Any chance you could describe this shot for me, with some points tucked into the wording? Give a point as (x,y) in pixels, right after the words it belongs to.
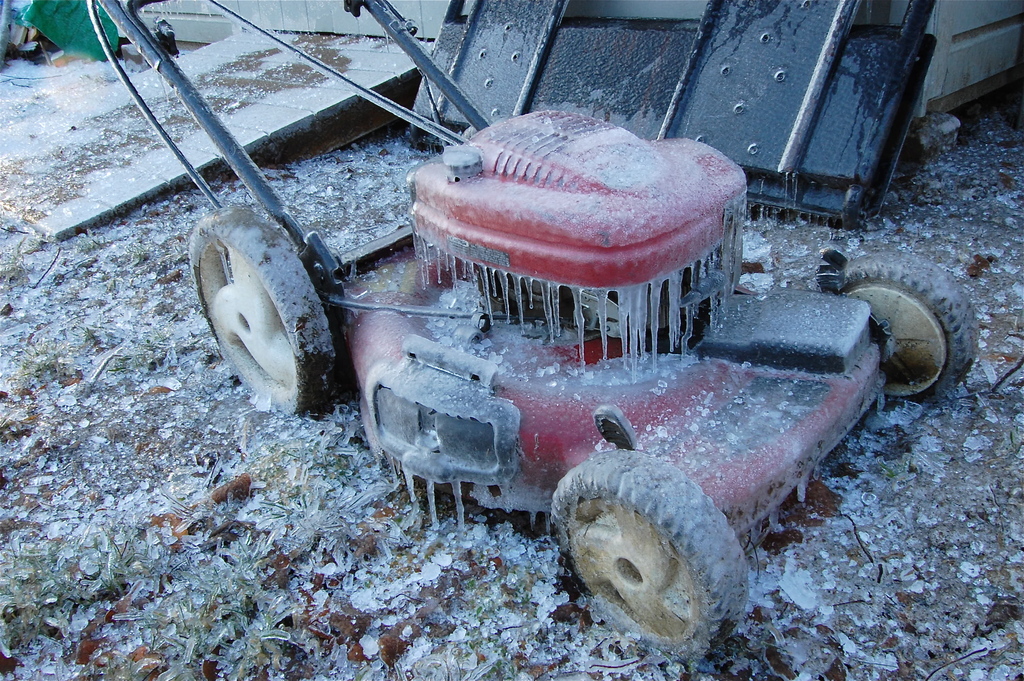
In the image there is a machine (407,290) with wheels (689,604) and also there is ice (47,289). On the ground (370,654) there is grass (212,509) with ice (918,450). In the background (474,7) there is a black object (667,102) and also there is a slope (191,79) and a wall (189,34).
